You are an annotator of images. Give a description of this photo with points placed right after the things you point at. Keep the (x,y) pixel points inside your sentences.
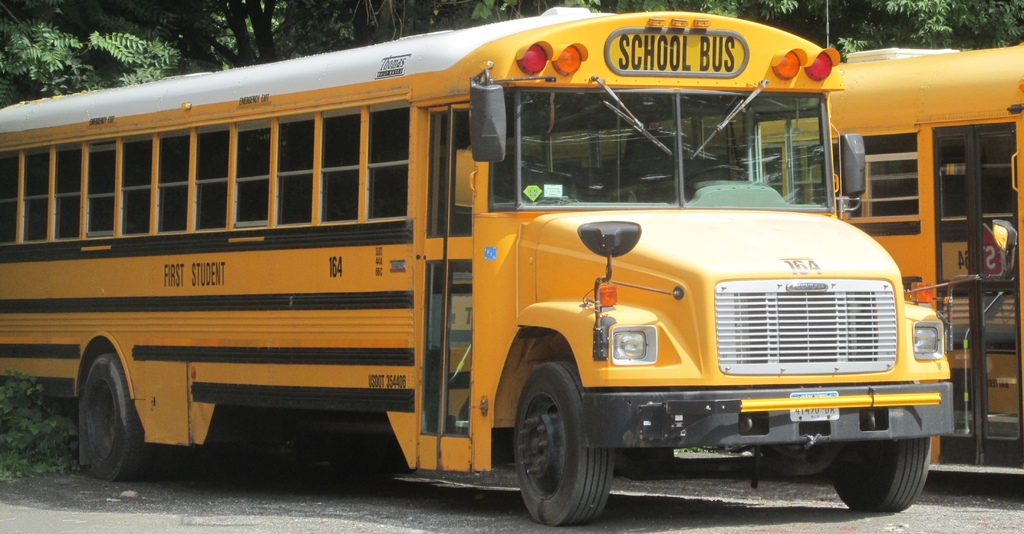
In this image we can see two yellow color school bus (762,228). Background of the image (136,48) trees (195,17) are there.
